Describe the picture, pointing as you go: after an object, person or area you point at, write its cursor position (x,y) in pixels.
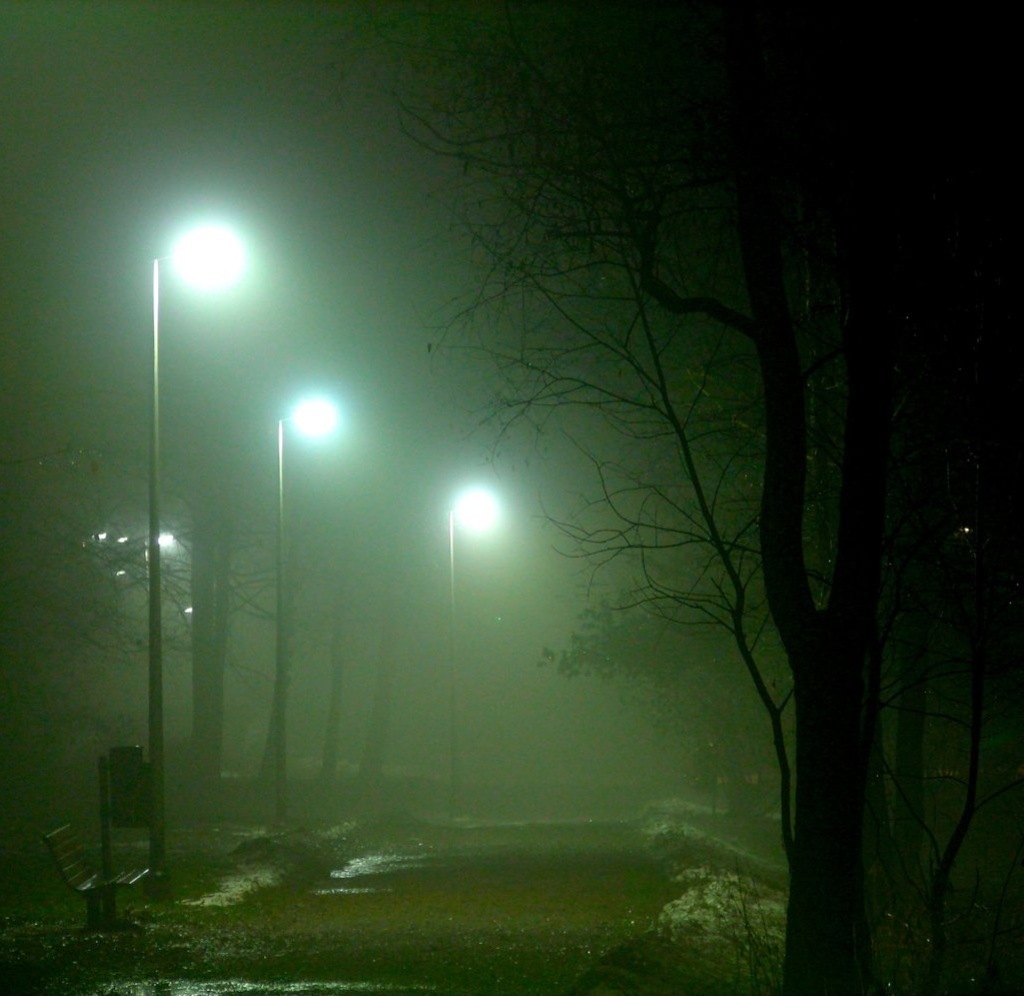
In this picture we can see three poles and lights (199,276) here, at the left bottom (116,872) there is a bench (130,872), we can see some trees (821,661) on the right side (821,667).
